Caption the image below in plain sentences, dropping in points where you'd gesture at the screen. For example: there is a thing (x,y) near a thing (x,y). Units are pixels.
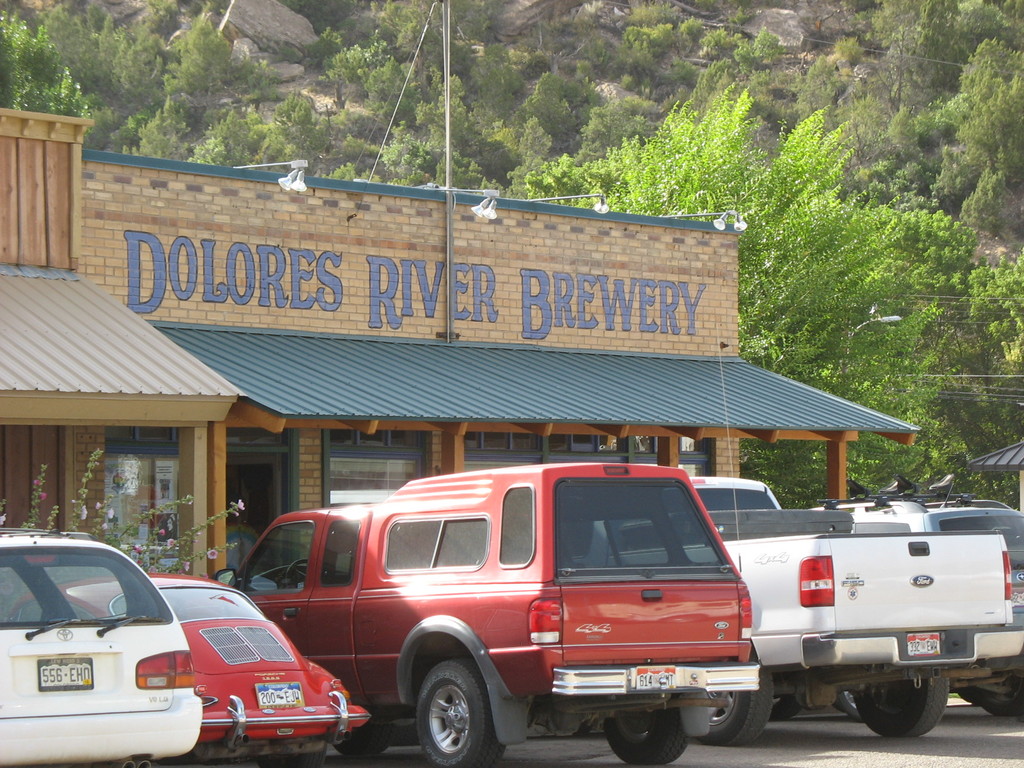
In this picture I can observe some vehicles (708,562) parked on the road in front of a building (308,335). I can observe white, red and blue color vehicles (599,578) on the road (373,761). There is a brown color building (394,383). In the background (305,144) I can observe some trees (677,128) on the hill (504,149).
